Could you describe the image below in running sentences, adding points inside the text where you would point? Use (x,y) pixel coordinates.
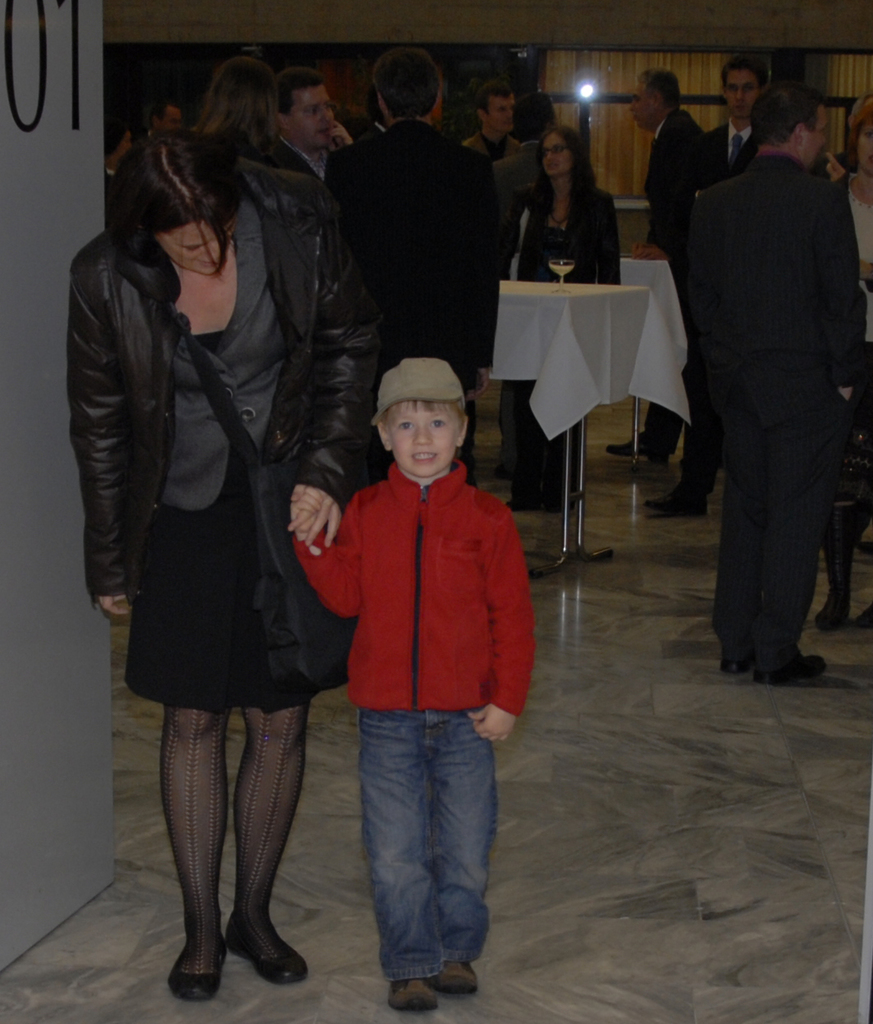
In the picture we can see a woman (221,777) standing on the floor (683,816) and holding a small boy's hand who is also standing with the red color jacket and the woman (109,345) is with black coat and bag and behind them, we can see some people (771,232) are standing and talking to each other and we can see a table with white cloth (670,398) and wine glass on it, in the background (716,13) we can see a wall (728,25) with a light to it.
